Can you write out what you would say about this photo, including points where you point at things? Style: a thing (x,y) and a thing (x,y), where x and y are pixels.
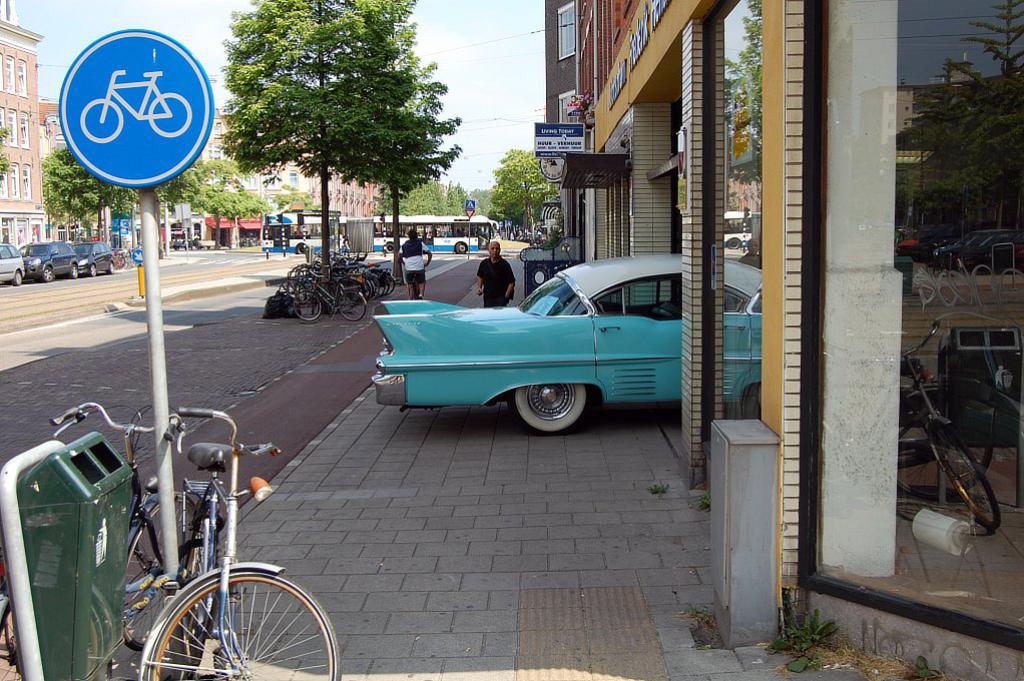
In this image we can see many buildings (3,233). There are many vehicles (542,343) in the image. There are few people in the image. We can see the sky (463,37) in the image. There is a board (108,170) in the image. We can see the reflections (958,170) of trees (955,193), buildings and bicycles (951,457) on the glass (981,121) of the building (715,204) at the right side of the image (967,132). There are many trees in the image.
